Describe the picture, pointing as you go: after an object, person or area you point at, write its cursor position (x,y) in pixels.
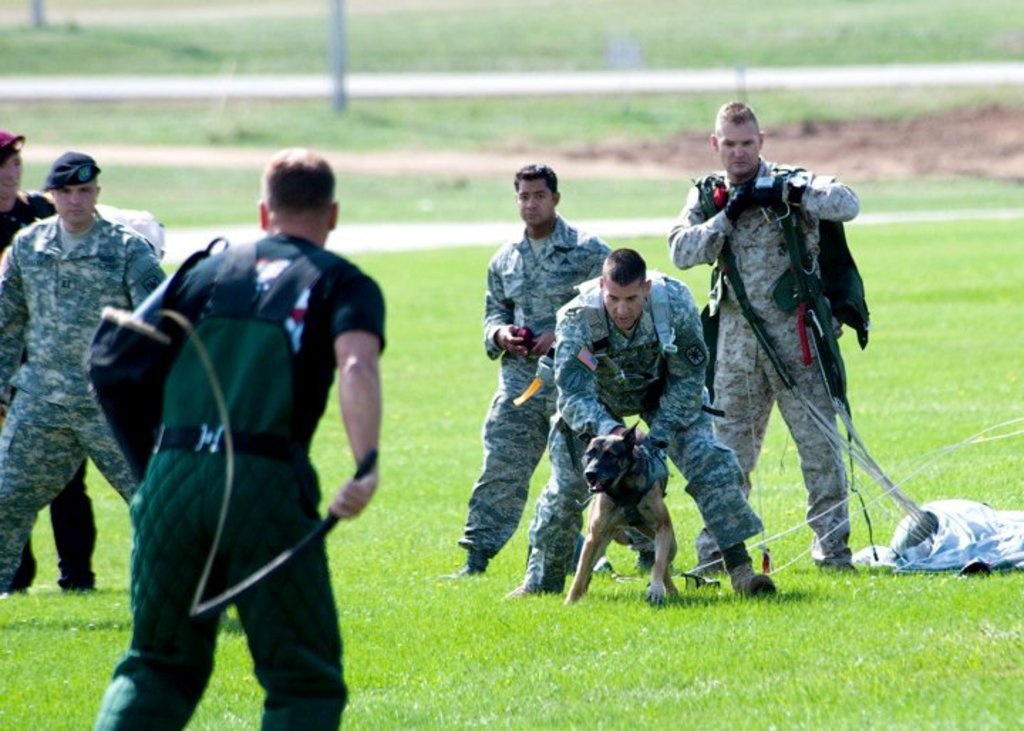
In this picture I can see group of people (613,422) standing, there is a person (575,484) holding a dog (595,440), there is grass (456,279), and there is blur background (907,67).
